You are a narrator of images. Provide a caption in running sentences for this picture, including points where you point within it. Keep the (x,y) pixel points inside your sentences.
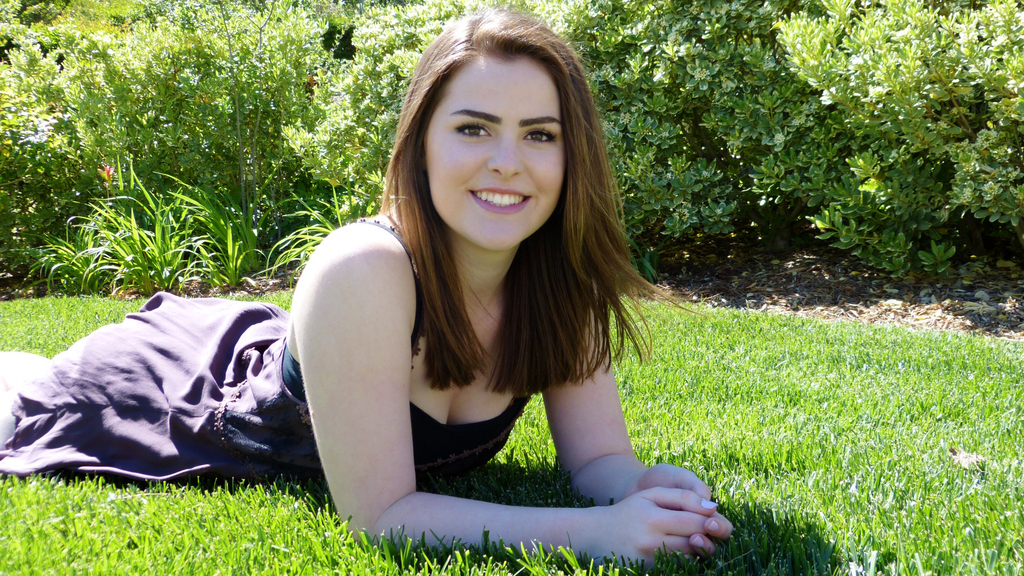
This image consists of a woman (429,396). She is lying on the grass (47,323). There are bushes (690,172) at the top (109,61).
